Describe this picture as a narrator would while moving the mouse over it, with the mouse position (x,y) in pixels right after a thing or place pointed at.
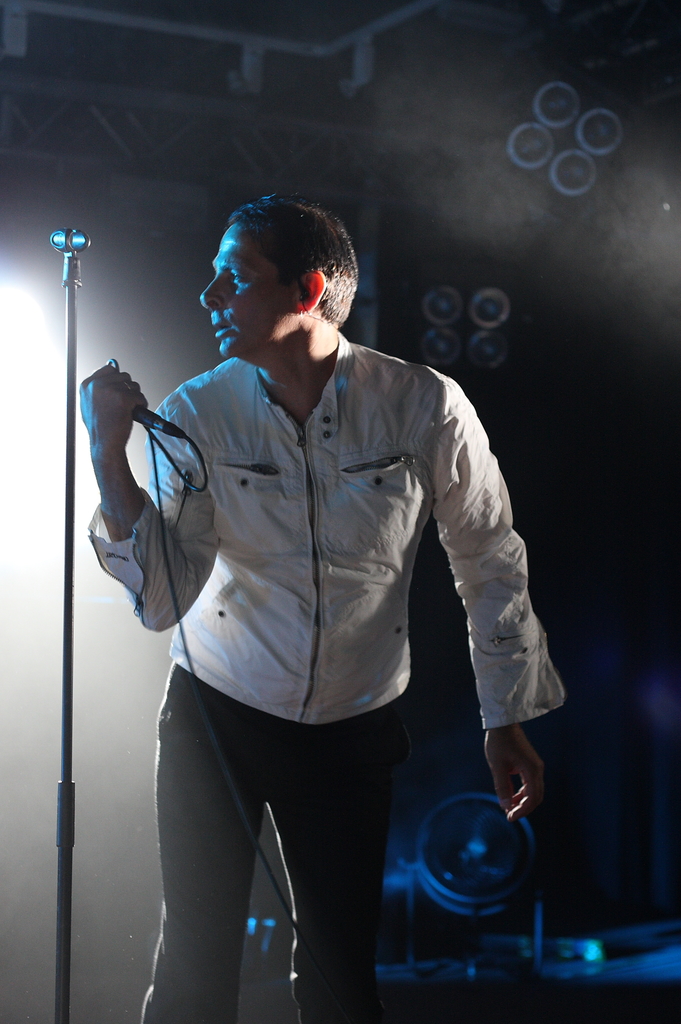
This picture shows a man (295,490) standing in front of a mic (147,415) and holding it in his hand (110,399). He is wearing a white shirt (247,606). In the background (569,420) there is dark and some smoke (507,245) here.
